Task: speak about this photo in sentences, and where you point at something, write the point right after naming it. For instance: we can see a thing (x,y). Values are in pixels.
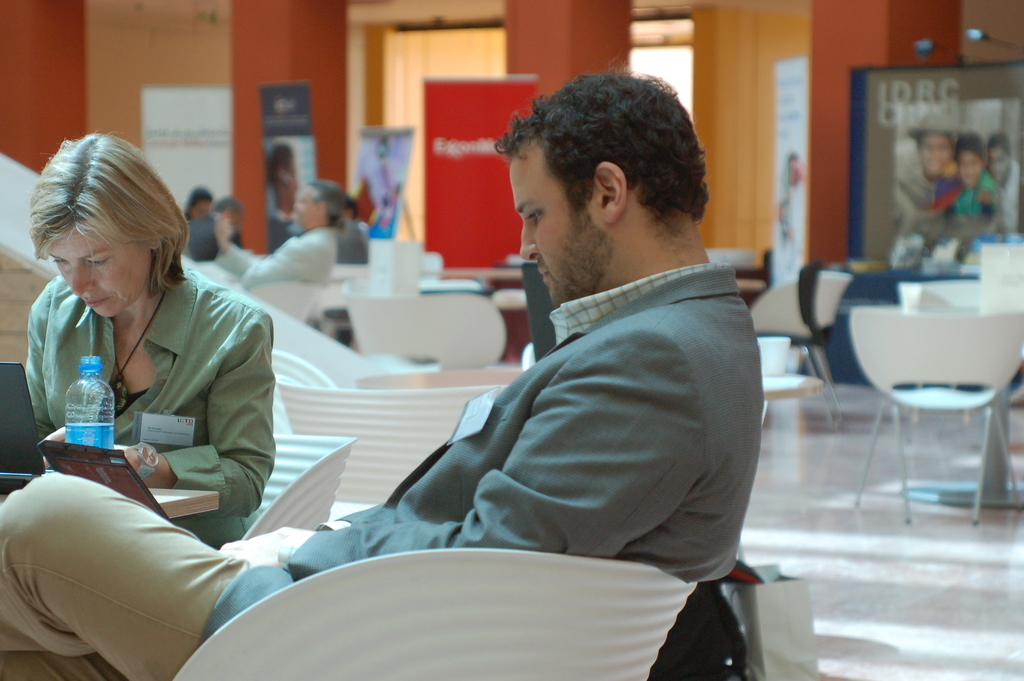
In this picture I can see few people (419,524) are sitting on the chairs (448,579), in front (90,436) we can see the tables (176,488) on which we can see few objects (79,385) are placed, behind we can see some chairs (316,290), tables (337,290), people (319,270), banners (285,168) in front of the walls (243,196).
